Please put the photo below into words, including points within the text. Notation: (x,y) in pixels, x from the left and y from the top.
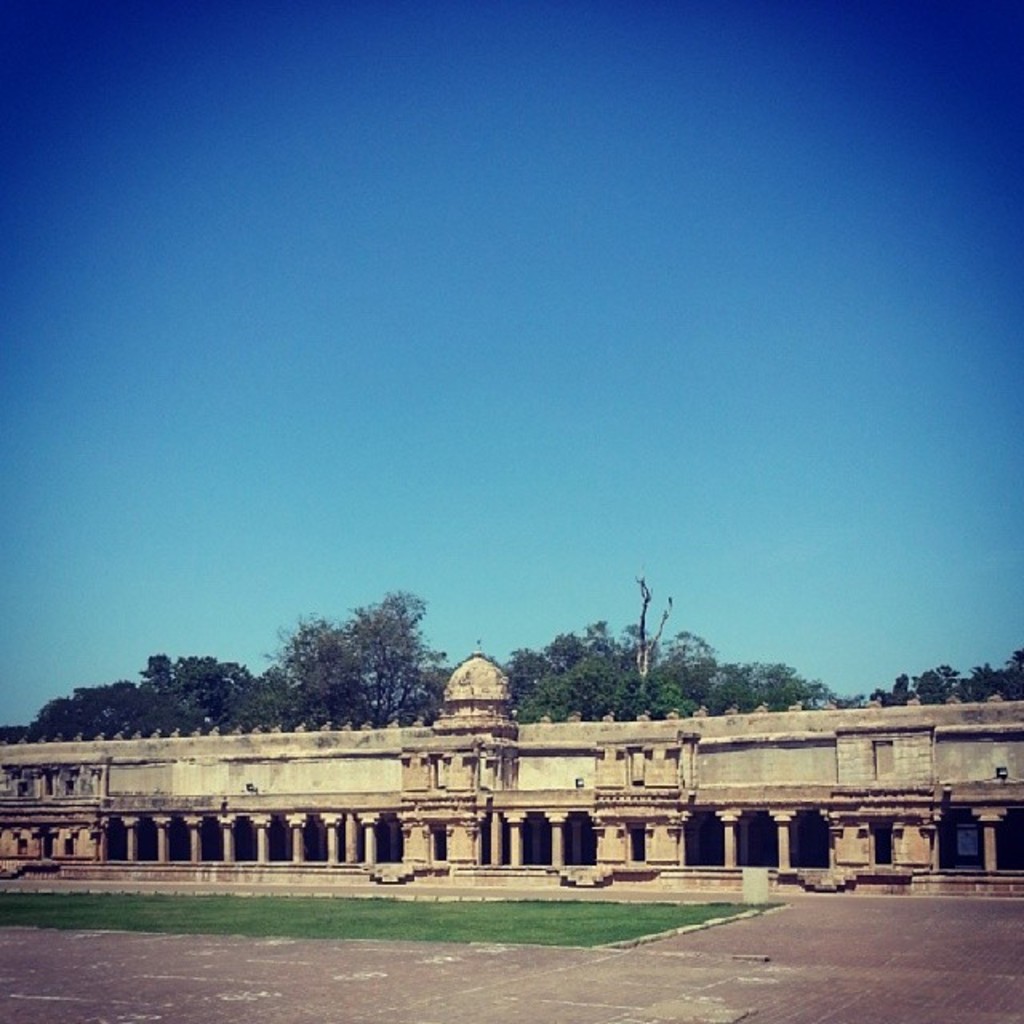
In this image I can see the ground (835,979), some grass (527,934) and the building (408,802). In the background (622,693) I can few trees (585,667) and the sky (428,333).
